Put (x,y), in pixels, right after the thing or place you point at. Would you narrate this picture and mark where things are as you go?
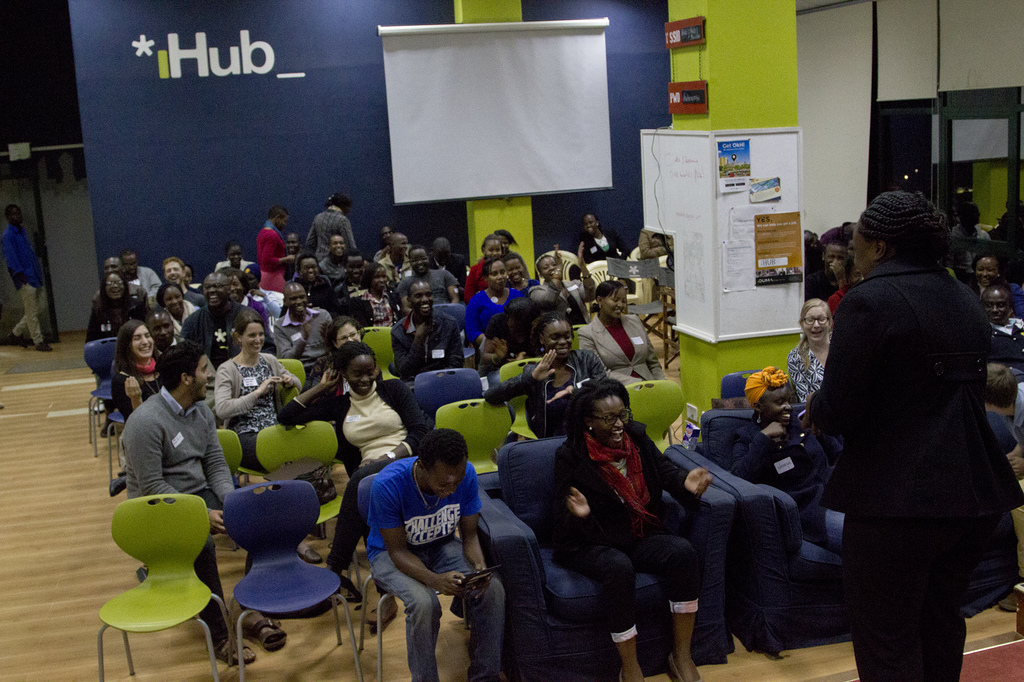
In this picture I can see there are some people (571,533) sitting in the chairs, on the right (907,582) there is a person (914,538) standing and in the background (193,113) I can see there is a blue wall (213,92) and white screen (467,112).
